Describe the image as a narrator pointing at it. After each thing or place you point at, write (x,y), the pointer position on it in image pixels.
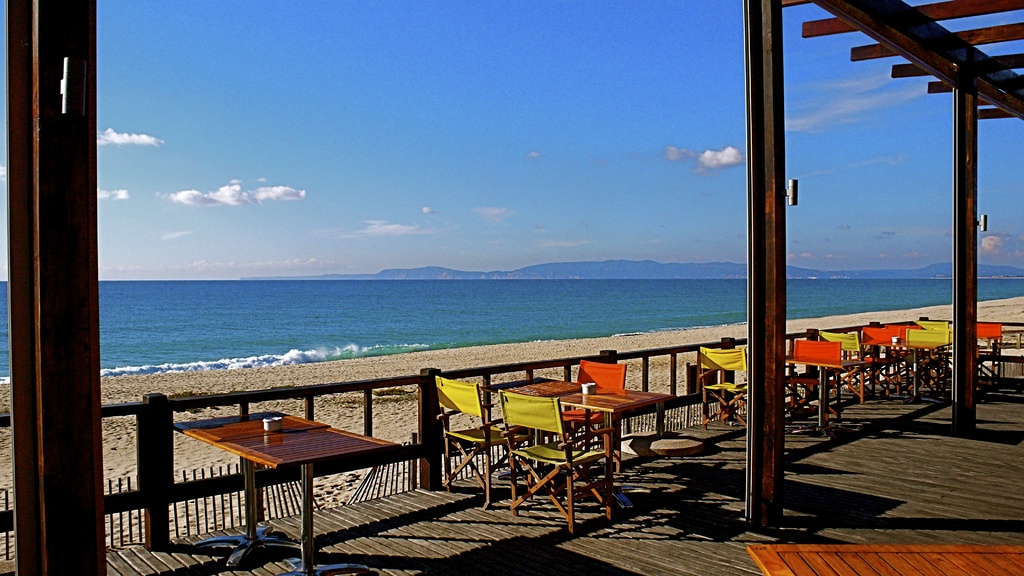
In this picture I can see the platform (641,468) in front (371,555) on which there are many tables (544,385) and chairs (599,419) and I see few poles (37,384) and I can also see the railing (409,446). In the background (740,319) I can see the sand (552,342), water (379,307) and the sky (642,152).
